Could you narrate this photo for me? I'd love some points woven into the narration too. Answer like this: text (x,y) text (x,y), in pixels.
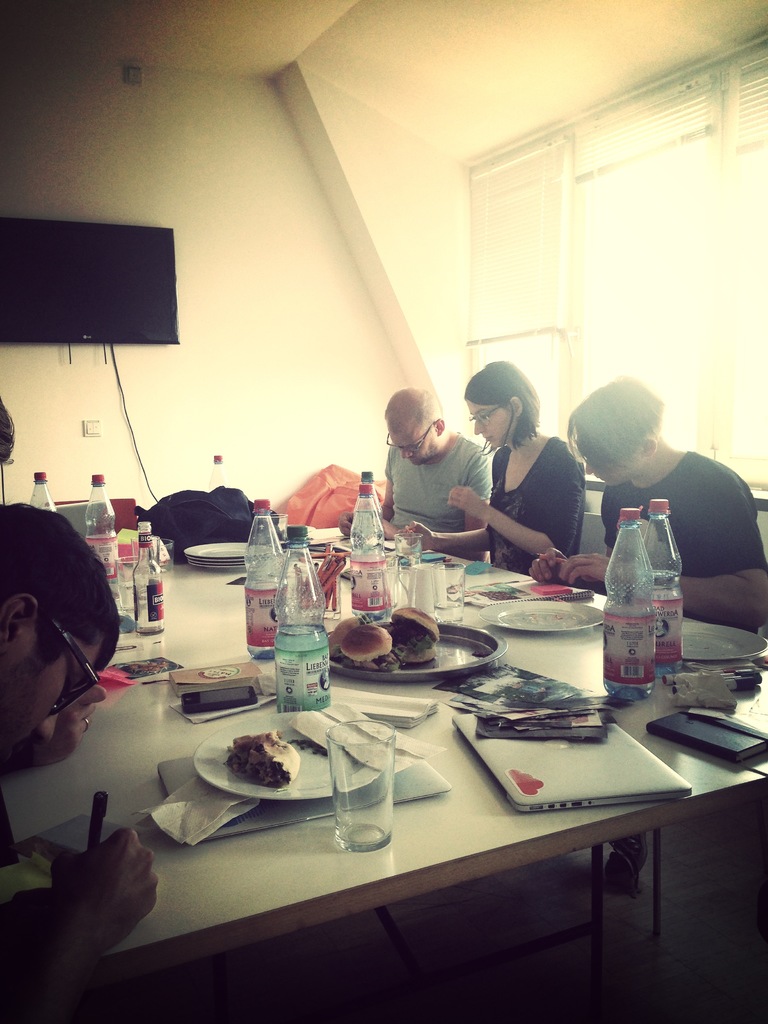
In this picture there are some people (578,480) sitting around a table (244,604) in the chairs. There are some laptops (543,760), water bottles (302,698), food items (403,619) and plates (512,613) placed on this table (240,606). In the background (115,305) there is a TV (96,260) attached to the wall (219,262). In the right side (595,278) there is a window (590,251).
